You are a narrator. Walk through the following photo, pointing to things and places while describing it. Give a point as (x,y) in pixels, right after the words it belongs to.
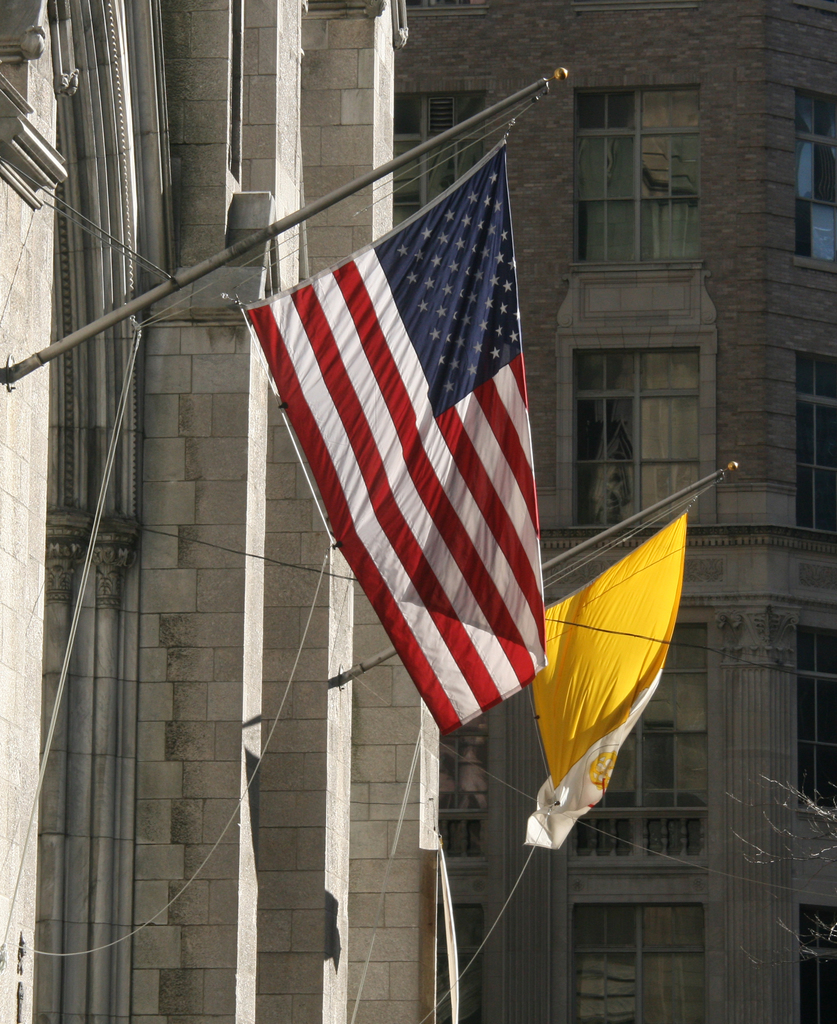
In this image there is a building (212,581) on the left side (124,550). To the building (302,268) there are two flags (484,593) which are attached with the pole (49,358). In the background (669,307) there is another building (679,343) with the windows (623,375).
